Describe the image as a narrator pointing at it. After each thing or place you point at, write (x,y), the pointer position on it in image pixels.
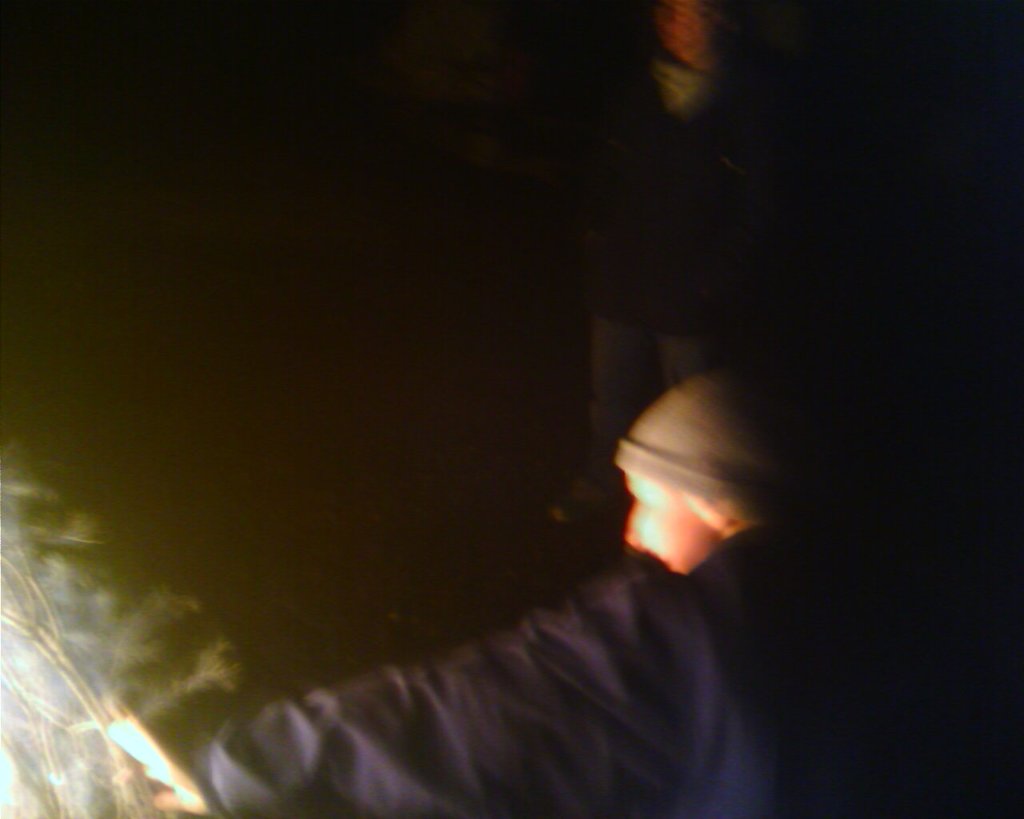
In this picture we can see a person (722,612) and in the background (814,549) we can see it is dark.
